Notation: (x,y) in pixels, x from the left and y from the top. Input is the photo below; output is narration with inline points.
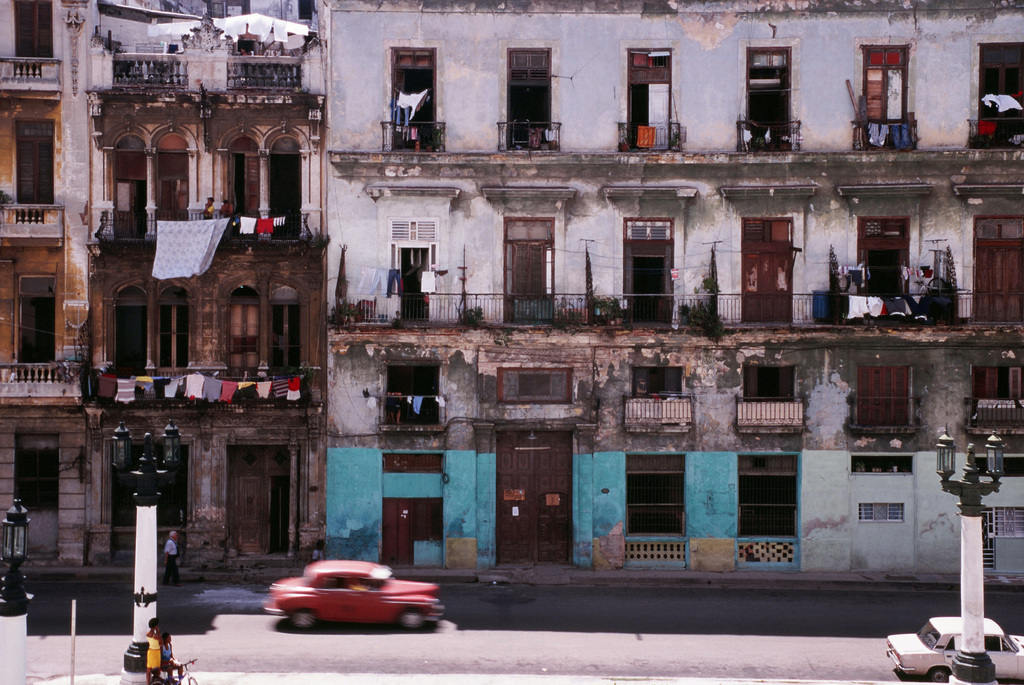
In this image in the center (459,435) there are some buildings (42,393), clothes (210,246), railing (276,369), doors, windows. And at the bottom (151,609) there are some poles (143,605) and lights (979,497), and vehicles (277,594) and some people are walking. And at the bottom of the image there is walkway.
